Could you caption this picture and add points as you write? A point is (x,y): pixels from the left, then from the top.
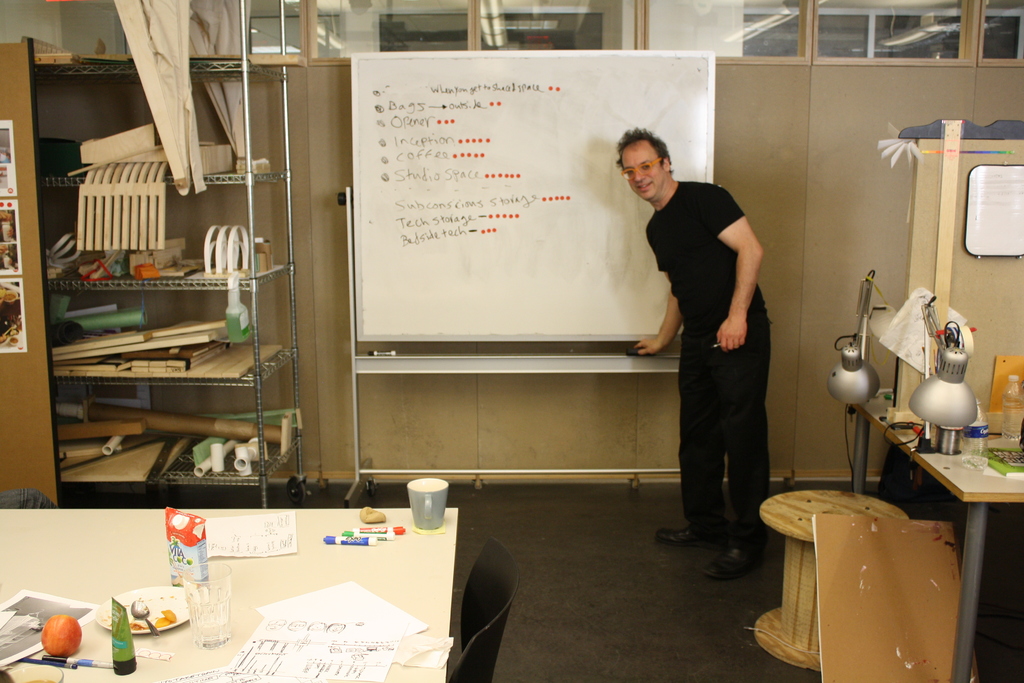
In this image In the middle (677,289) there is a man (686,305) he wear black t shirt (697,274), trouser (696,441) and shoes (677,544) and there is white board (511,261), rack (213,288). At the bottom (305,582) there is a table (307,592), chair (466,625), cup (411,493), plate (178,599), apple (64,650), paper (277,651) and pen (78,660). On the right (946,461) there is a table (950,481), lamp (934,451) and bottle (967,434).
